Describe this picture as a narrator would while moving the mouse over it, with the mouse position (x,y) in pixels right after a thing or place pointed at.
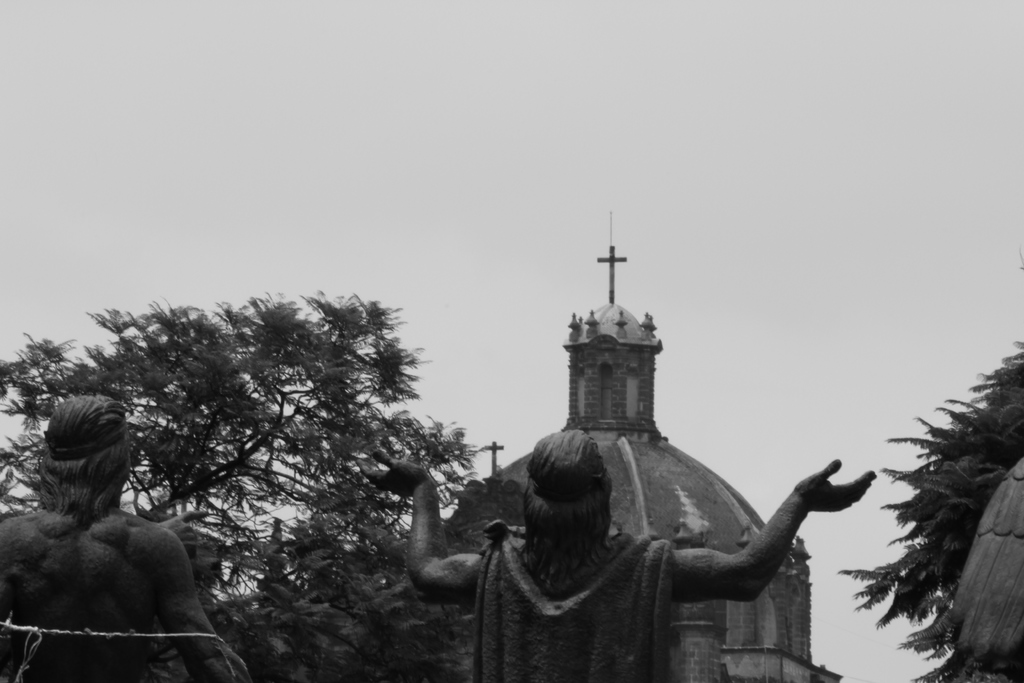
To the front (147,630) bottom of the image (613,605) there are three human statues (589,566). In front of the statues (596,502) there is a building (654,488). To the top of the building (620,361) there is a cross symbol (614,287). And to the left side (177,409) there is a tree (25,378) and to the right side (896,507) there is a tree (958,443). And to the top of the image (376,97) there is a sky (484,149).
